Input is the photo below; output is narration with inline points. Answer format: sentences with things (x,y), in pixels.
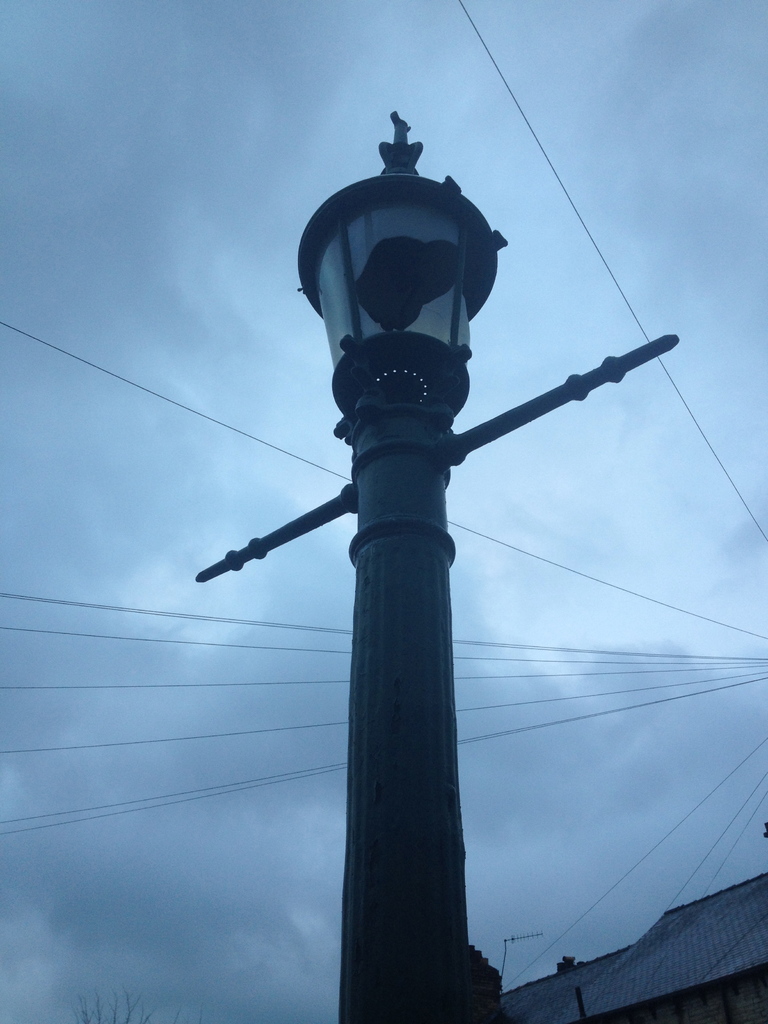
In the center of the image (377,523) we can see a pole (364,687), light (354,243). At the bottom of the image (672,1002) we can see the roof (634,977), tree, wall (724,1015). In the background of the image (82,960) the wires (80,818), clouds (656,829) in the sky (656,829).
